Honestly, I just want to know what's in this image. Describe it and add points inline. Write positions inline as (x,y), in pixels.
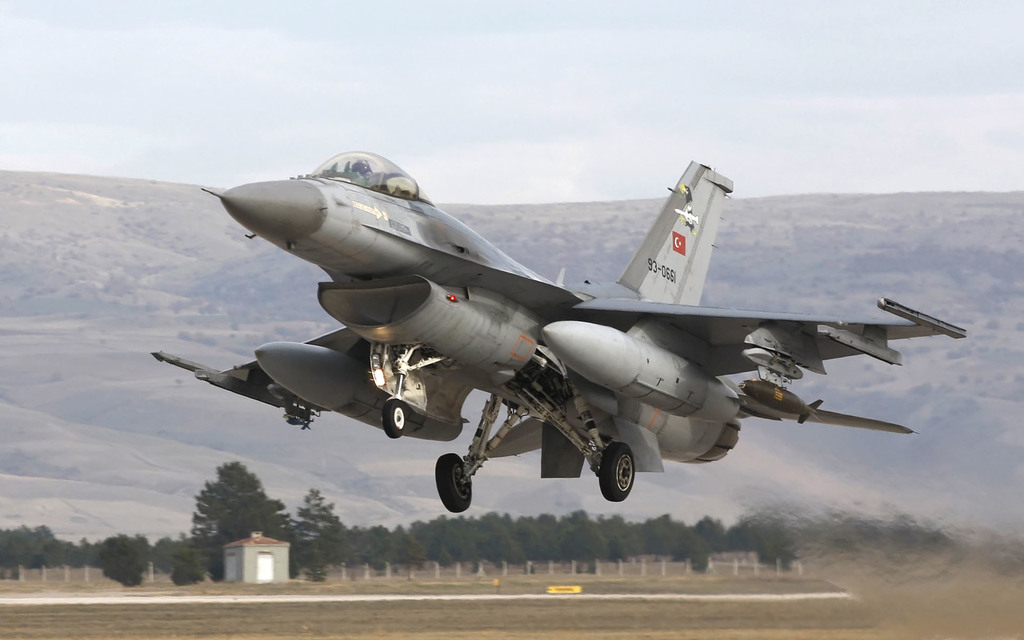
In this image in the front (411,324) there is an airplane (443,314) with some text (670,270) written on it flying in the sky (506,164). In the background (293,532) there are trees (547,554), there is a fence (513,574) and there is a small room (257,560) and there are mountains (525,232) and the sky (803,136) is cloudy.
